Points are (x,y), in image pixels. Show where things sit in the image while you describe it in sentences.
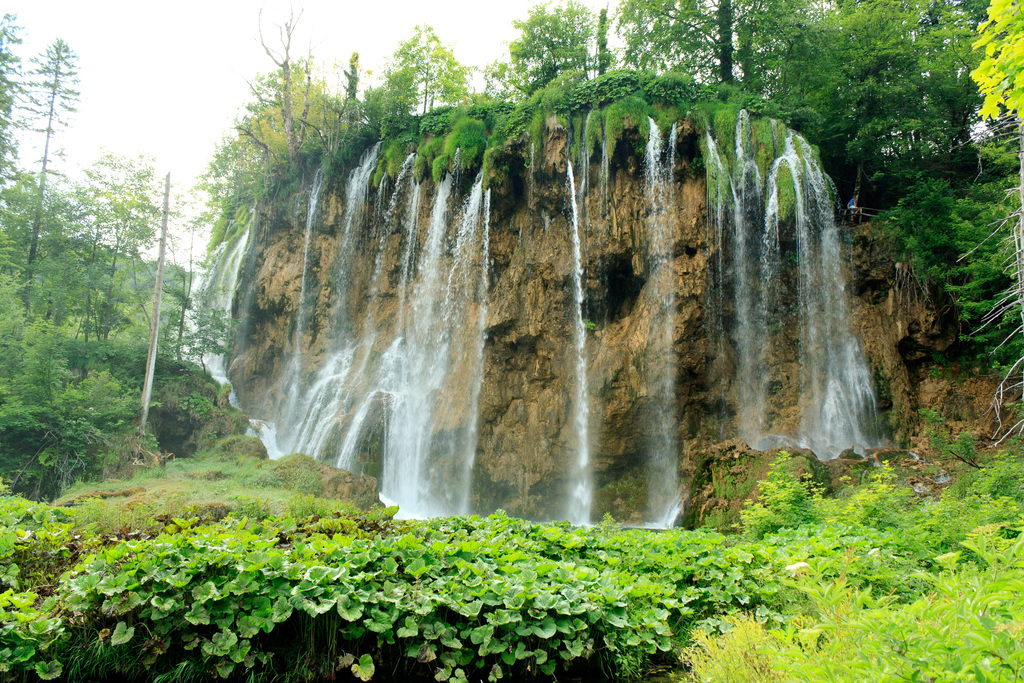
In this picture we can see trees (79,301), waterfall (824,265) and in the background (159,66) we can see sky (127,43).
